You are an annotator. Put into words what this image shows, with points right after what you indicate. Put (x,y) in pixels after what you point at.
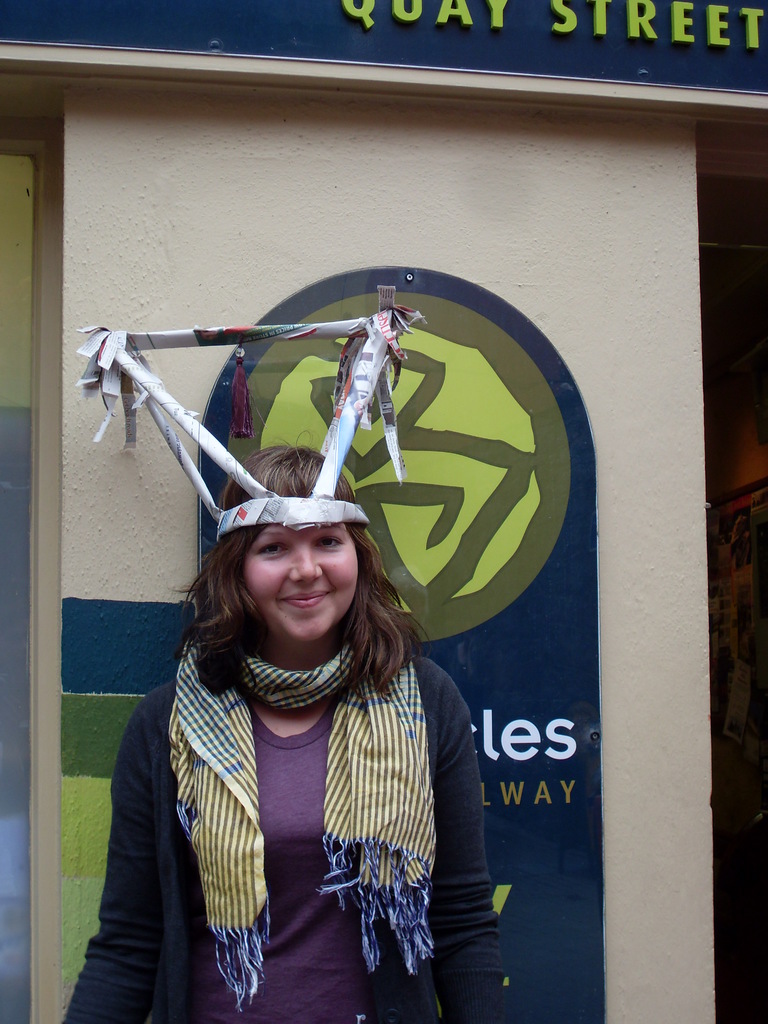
In the center of the image (353,579), we can see a lady (291,729) wearing a scarf (352,815) and there is a paper craft (253,483) on her head (272,464). In the background (236,226), there is a wall (338,199) and we can see some boards (480,576).
